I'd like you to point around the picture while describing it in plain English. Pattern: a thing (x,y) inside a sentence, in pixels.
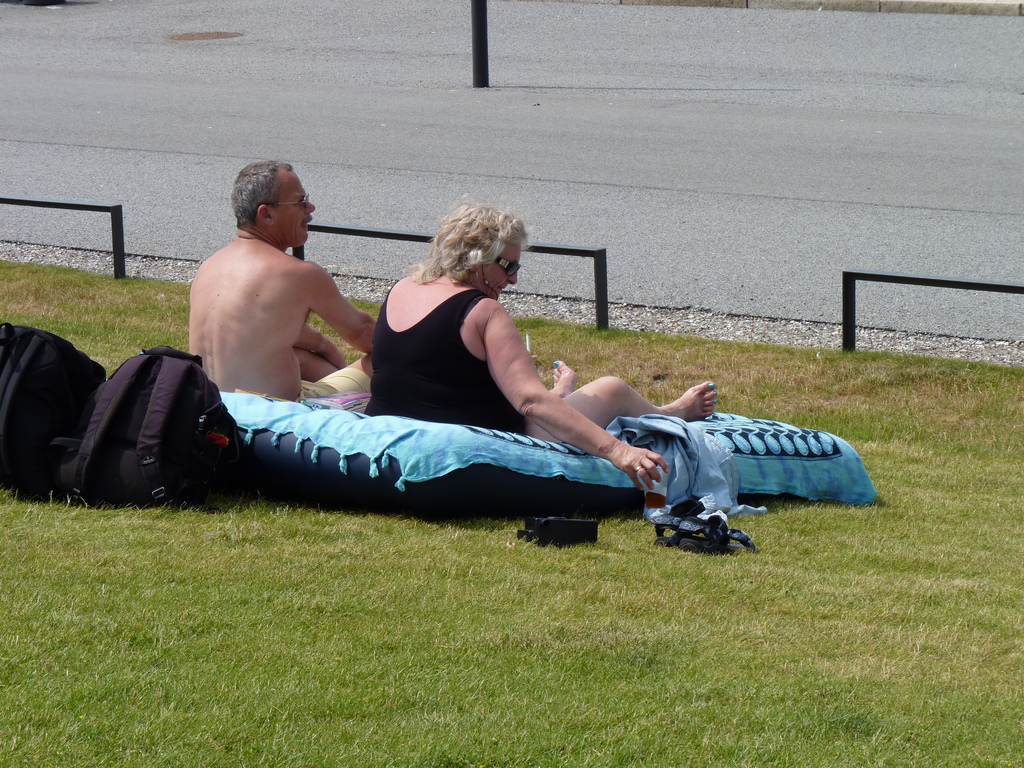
In the picture we can see a grass surface (501,583) on it, we can see a man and a woman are sitting and near them, we can see a bed sheet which is blue in color and some bags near to it and a footwear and in the background (436,90) we can see a path (441,75) with a pole (483,78) on it.
